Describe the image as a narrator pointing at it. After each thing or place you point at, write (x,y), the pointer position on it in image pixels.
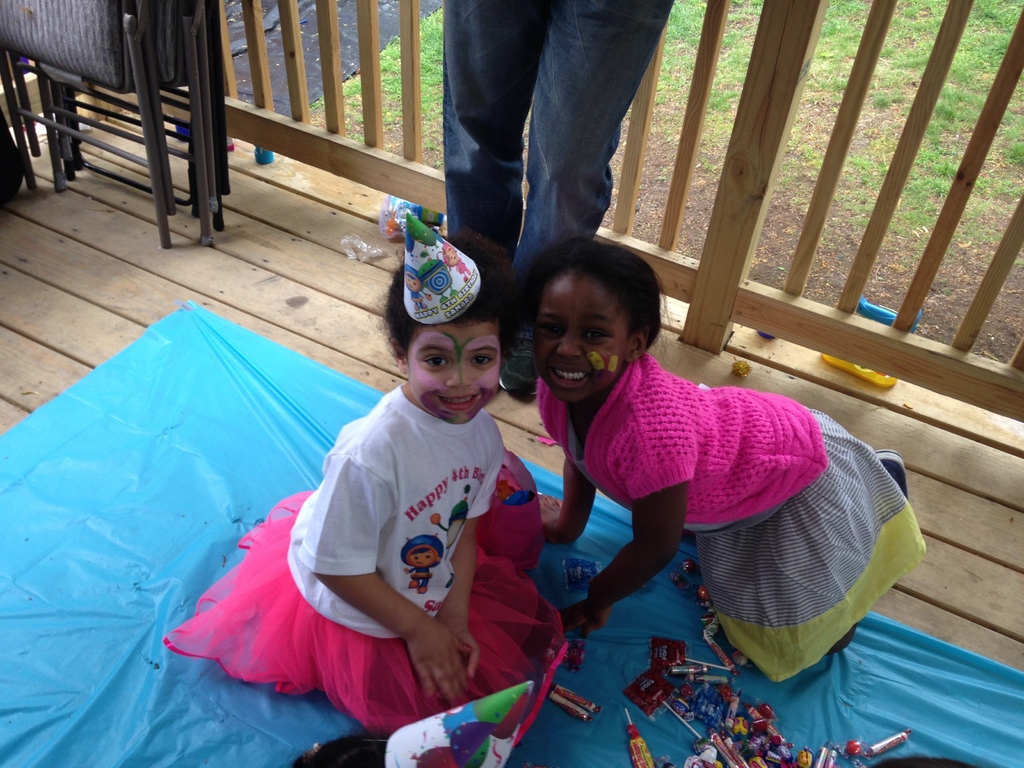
In this image there are girls (624,577) sitting and smiling and there are objects (638,689) in front of the girls (573,504). In the background (607,56) there is a person (574,81) standing and there is a wooden railing (763,153) and there is grass (668,68) on the ground (813,78) behind the railing (758,96) and there are fold-able chairs (137,85) in front of the railing (231,96).
